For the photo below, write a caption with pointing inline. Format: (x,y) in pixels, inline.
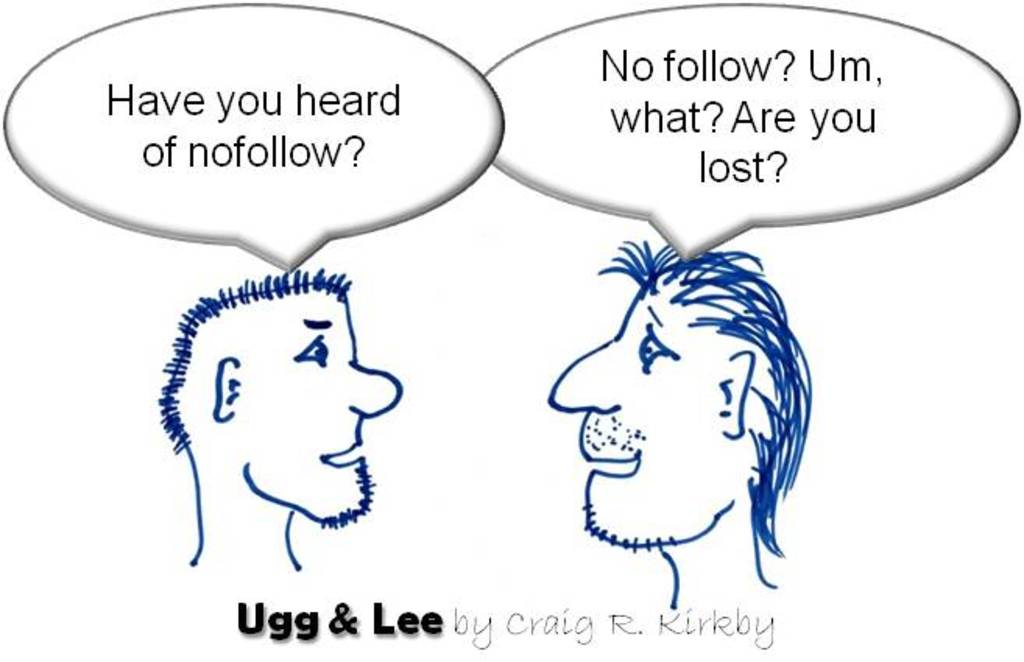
In this picture we can observe a sketch (337,443) of two persons (586,433). We can observe some words (751,67) in this picture. The background (454,287) is in white color.
